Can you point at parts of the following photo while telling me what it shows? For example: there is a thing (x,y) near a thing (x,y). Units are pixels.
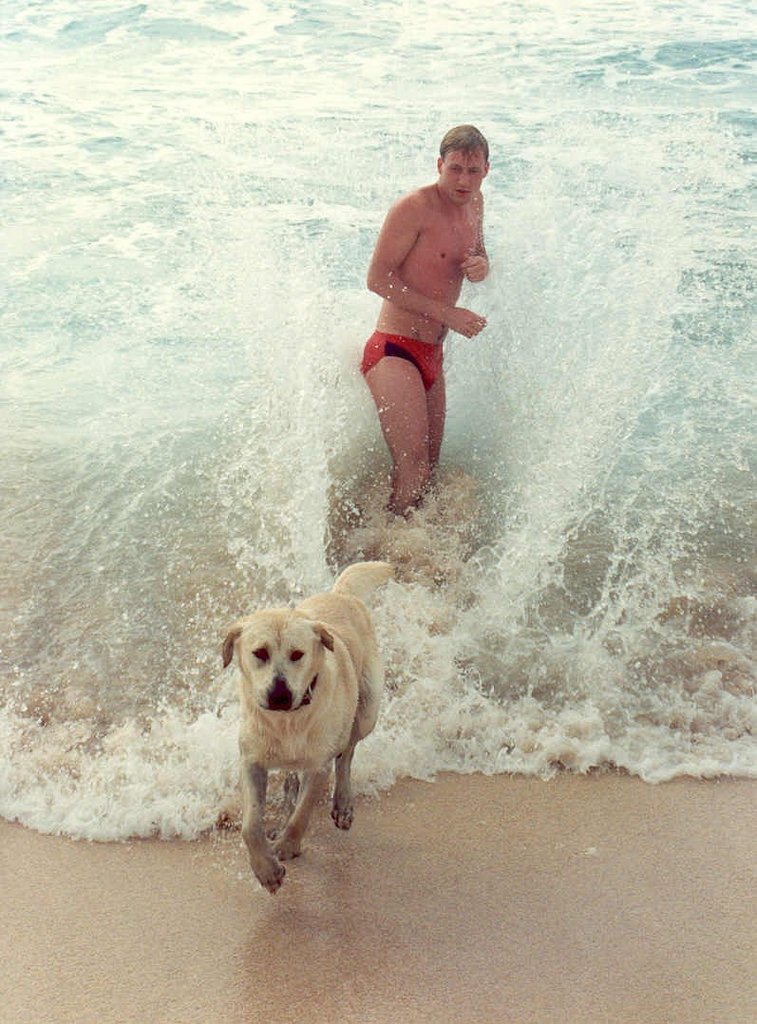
In this image I can see a dog (369,712) which is brown and cream in color and a person (394,382). I can see the sand (553,898) and in the background (629,466) I can see the water (421,122).
